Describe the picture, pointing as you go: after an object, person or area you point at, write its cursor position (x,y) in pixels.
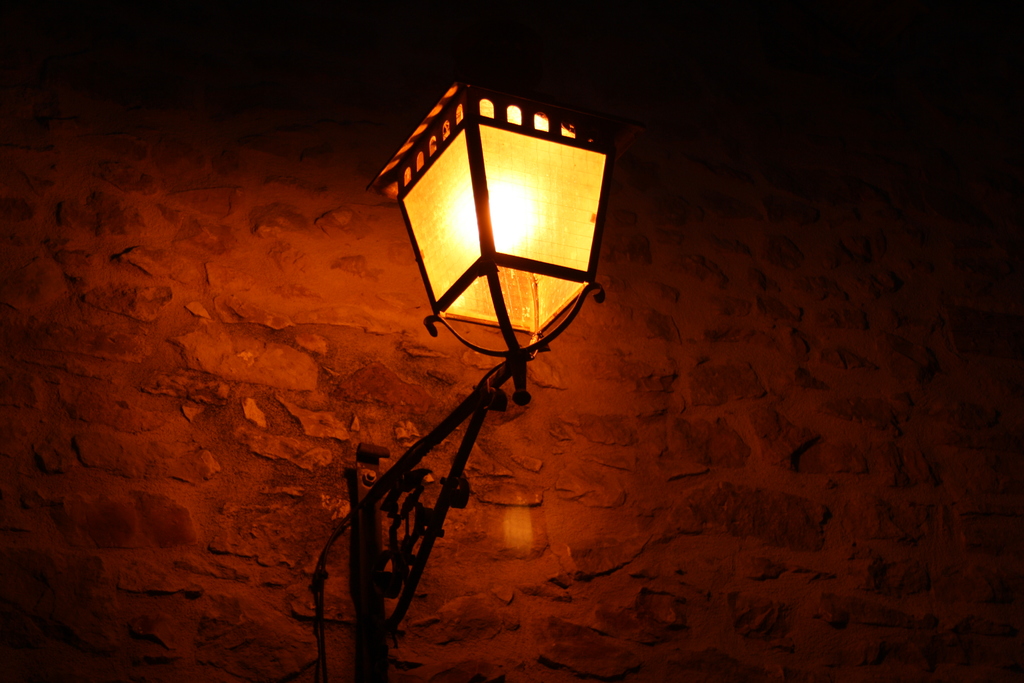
In the image in the center (483,402) there is a wall (282,540) and one lamp (491,277).
